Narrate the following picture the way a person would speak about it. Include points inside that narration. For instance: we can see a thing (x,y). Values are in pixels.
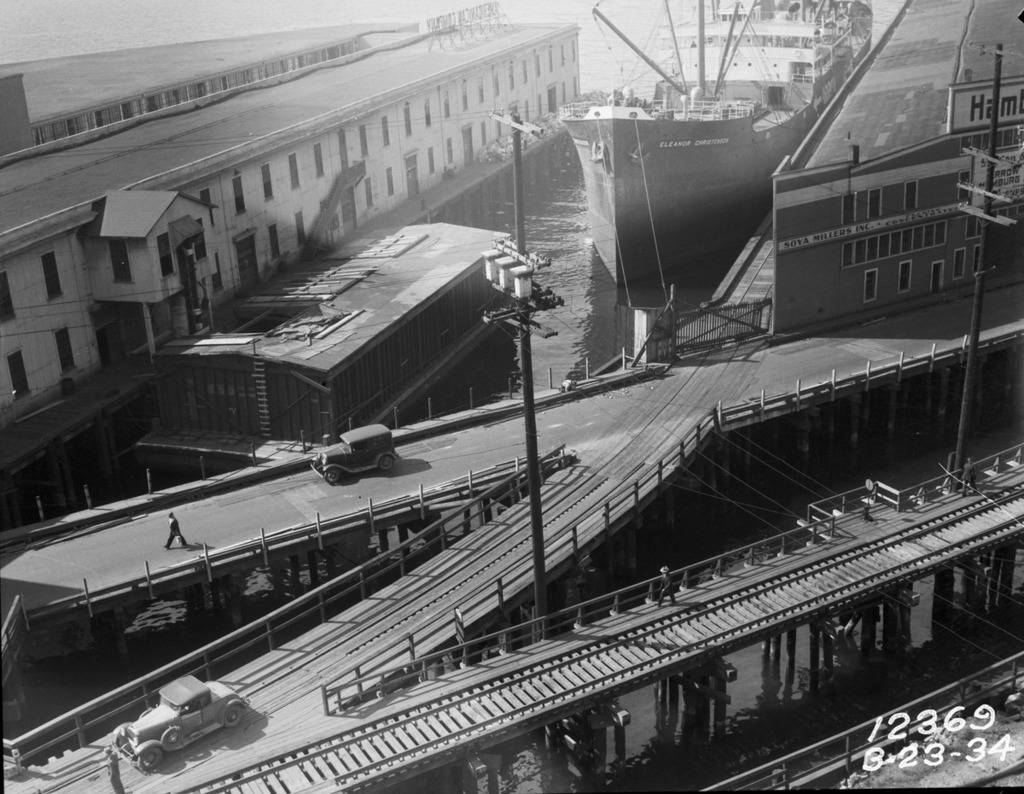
In this image there are roads (660,395) on the bridges (605,636). There are vehicles (373,457) moving on the roads (402,461). There is a person (173,529) walking on the road (165,541). Beside the road (165,542) there is water (580,269). There are ships (613,184) and houseboats (379,295) on the water (505,224). There are buildings (298,91) on either sides of the image. There are electric poles (980,223) in the image. In the bottom right (906,716) there are numbers (935,754) on the image.
